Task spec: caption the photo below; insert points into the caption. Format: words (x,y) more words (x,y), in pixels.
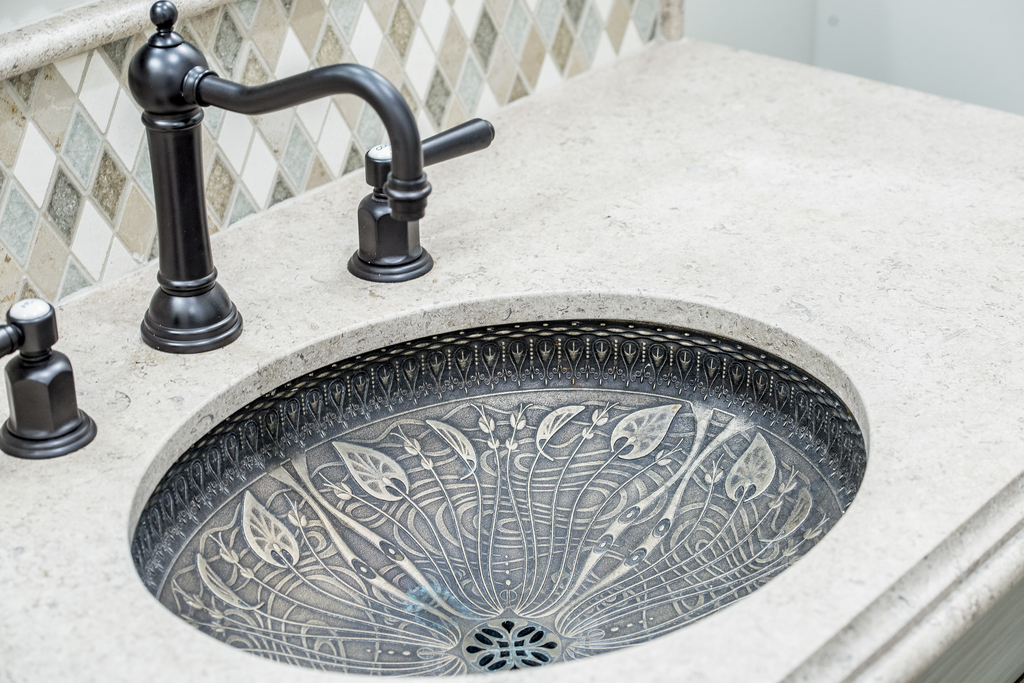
In the image we can see a basin (461,535) and a water tap (182,193).
